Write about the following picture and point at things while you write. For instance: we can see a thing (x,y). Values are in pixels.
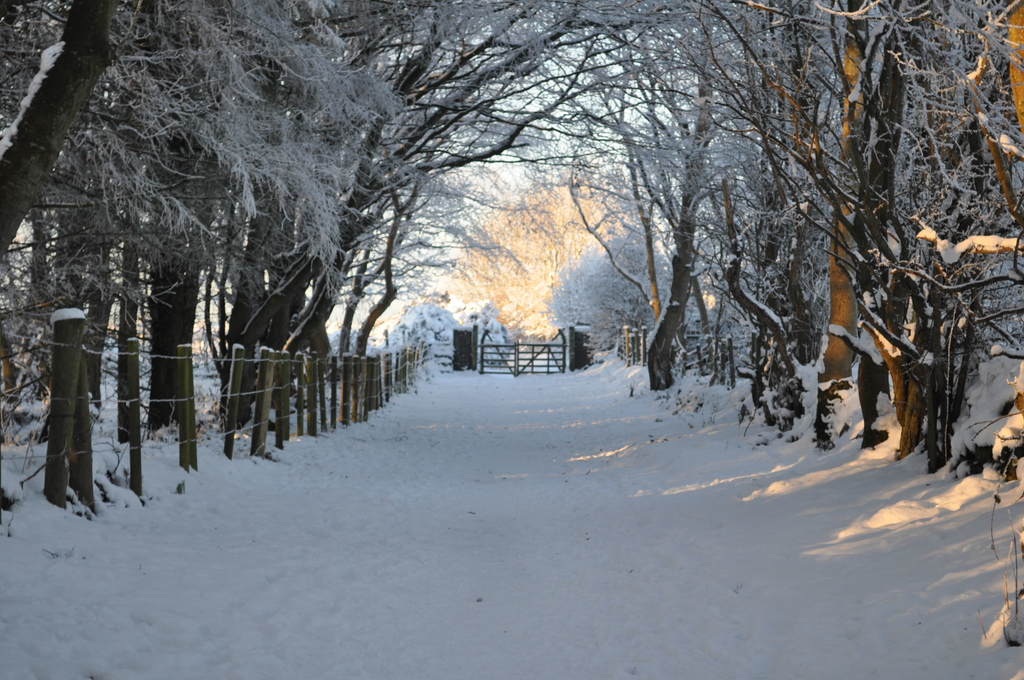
In this image we can see so many trees (480,211), fence (345,400) and a gate (561,354). Here there is a walkway (538,575) covered with snow (604,533).
